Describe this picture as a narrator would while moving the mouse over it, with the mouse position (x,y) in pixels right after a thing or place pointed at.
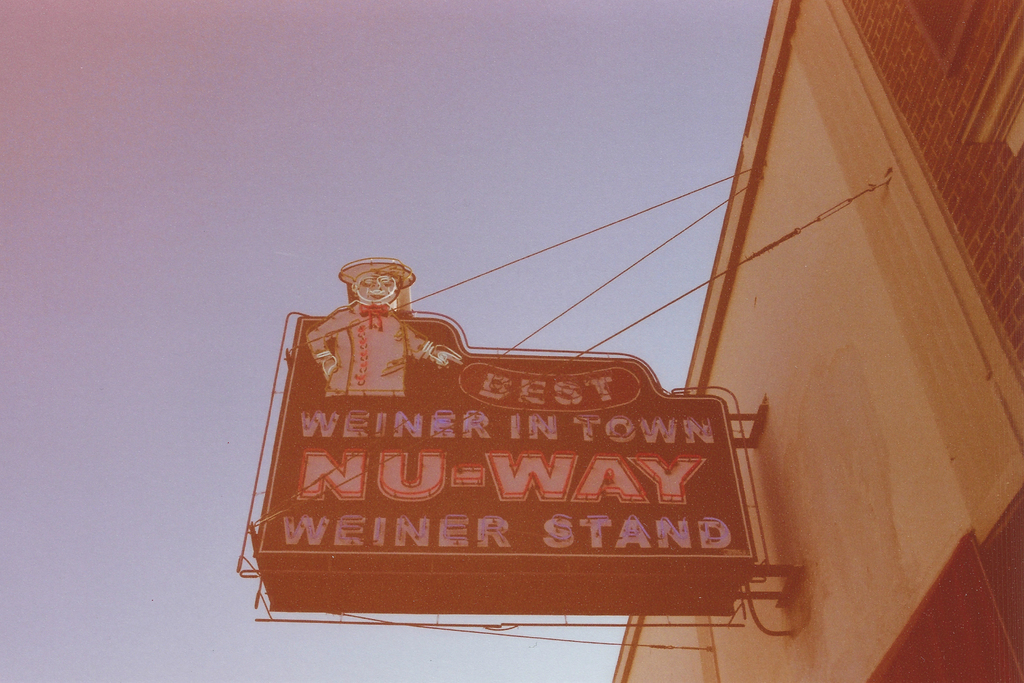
On the right side (857,367) there is a building (857,457) and I can see a board (471,461) is attached the wall (789,446). On the board (504,439) I can see some text (652,465). In the background (383,123), I can see the sky (125,118).
